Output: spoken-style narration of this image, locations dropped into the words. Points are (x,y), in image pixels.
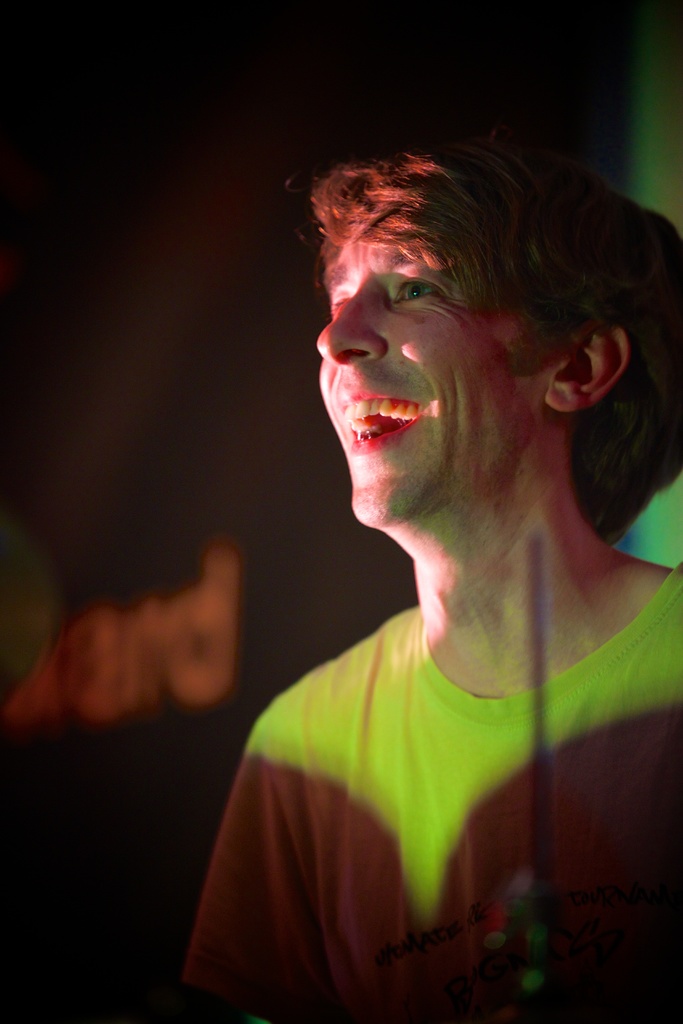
In this picture we can see a man (483,752) wearing a yellow t-shirt (512,721) standing in the front (459,665), smiling and looking to the left side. Behind there is a dark background (28,391).
